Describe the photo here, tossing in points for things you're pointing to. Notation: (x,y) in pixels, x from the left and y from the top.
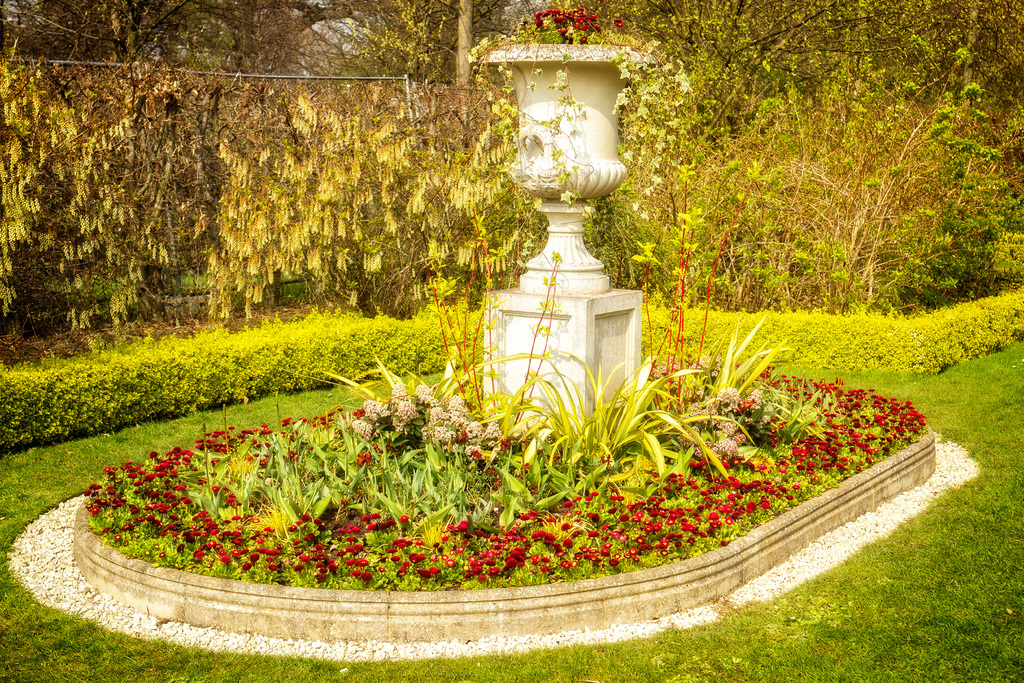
In this picture there is a stone urn (569,257) which has few flowers (440,542) which are in red color around it and there are few plants (460,324) and trees (252,121) in the background (270,237).
